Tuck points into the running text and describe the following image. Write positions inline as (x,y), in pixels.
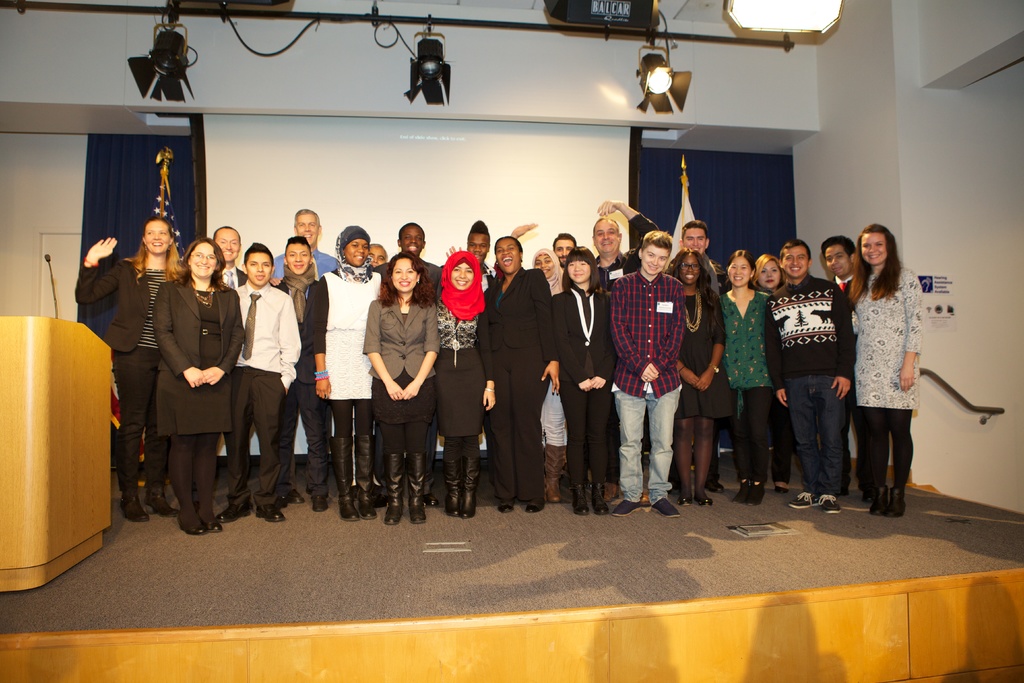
In the picture I can see a group of people (506,436) standing on the stage (125,524) and they are smiling. I can see a wooden podium (19,510) on the stage (117,537) and it is on the left side (7,516). I can see the decorative lamps (750,14) at the top of the image (165,83). In the background (462,165), I can see the screen (495,176) and curtain (722,193). I can see a flag pole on the left side (175,155).
